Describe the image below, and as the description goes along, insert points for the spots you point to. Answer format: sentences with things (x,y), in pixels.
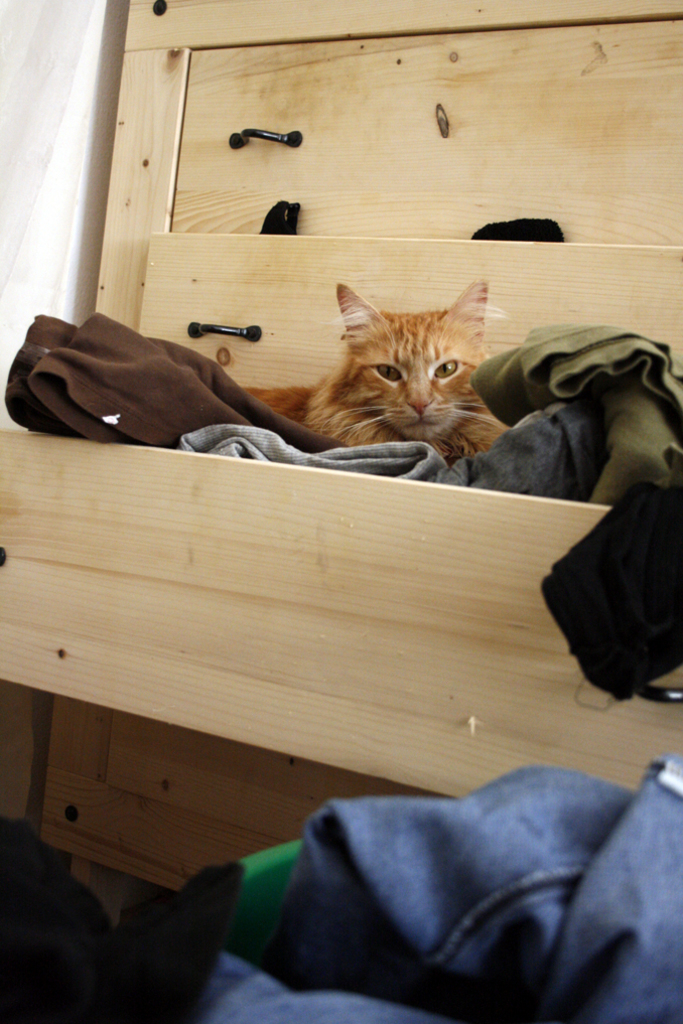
In the center of this image (367,350) we can see a cat (448,424) and clothes (319,455) placed in a cupboard (552,552). In the foreground (545,985) we can see some clothes (98,958). In the background (27,244), we can see curtain (46,97).
